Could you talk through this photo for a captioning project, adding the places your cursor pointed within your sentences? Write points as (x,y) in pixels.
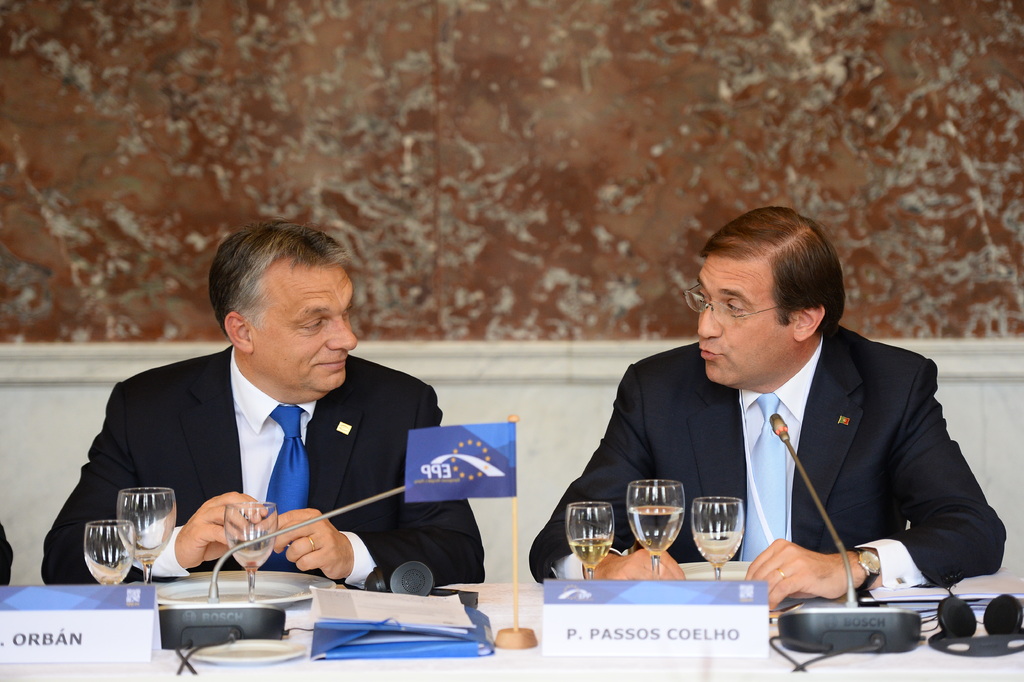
In this image we can see two persons (731,247) are sitting, they are wearing a suit (648,408), in front (610,522) there is a table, and glasses (635,512), plates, papers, and microphone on it, at the back (502,301) there is a wall (547,260).
